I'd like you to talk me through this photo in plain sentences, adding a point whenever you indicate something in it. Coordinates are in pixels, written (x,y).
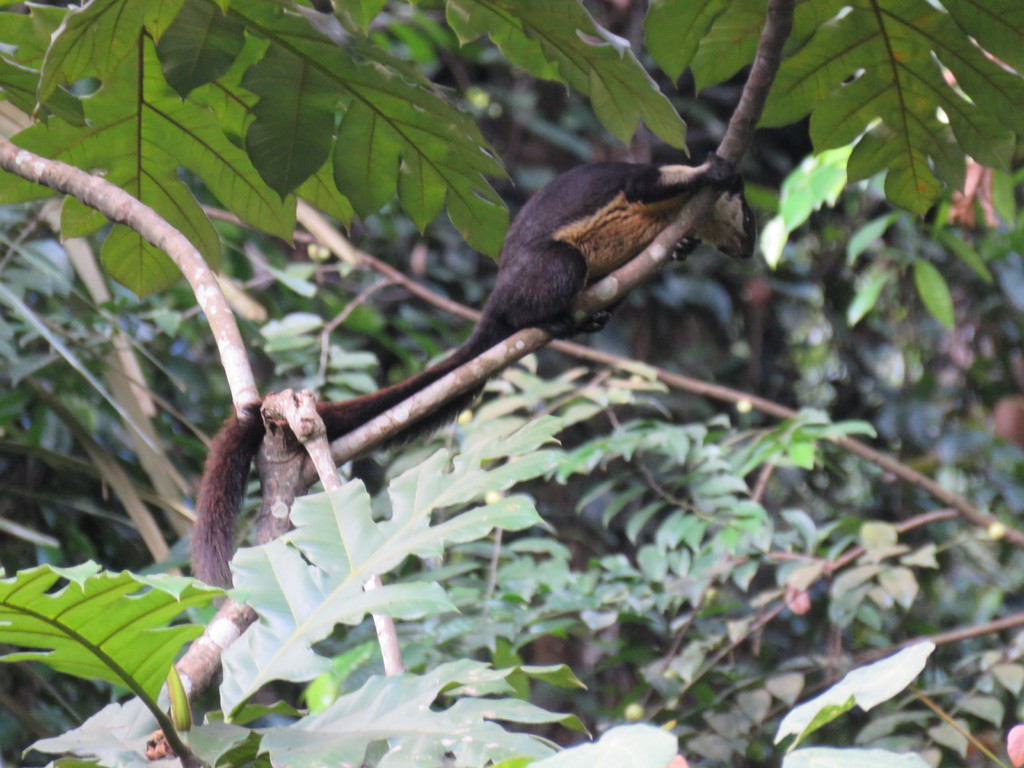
In this picture we can see an animal (692,195) on a branch (769,36) and in the background (732,306) we can see leaves (466,473).
